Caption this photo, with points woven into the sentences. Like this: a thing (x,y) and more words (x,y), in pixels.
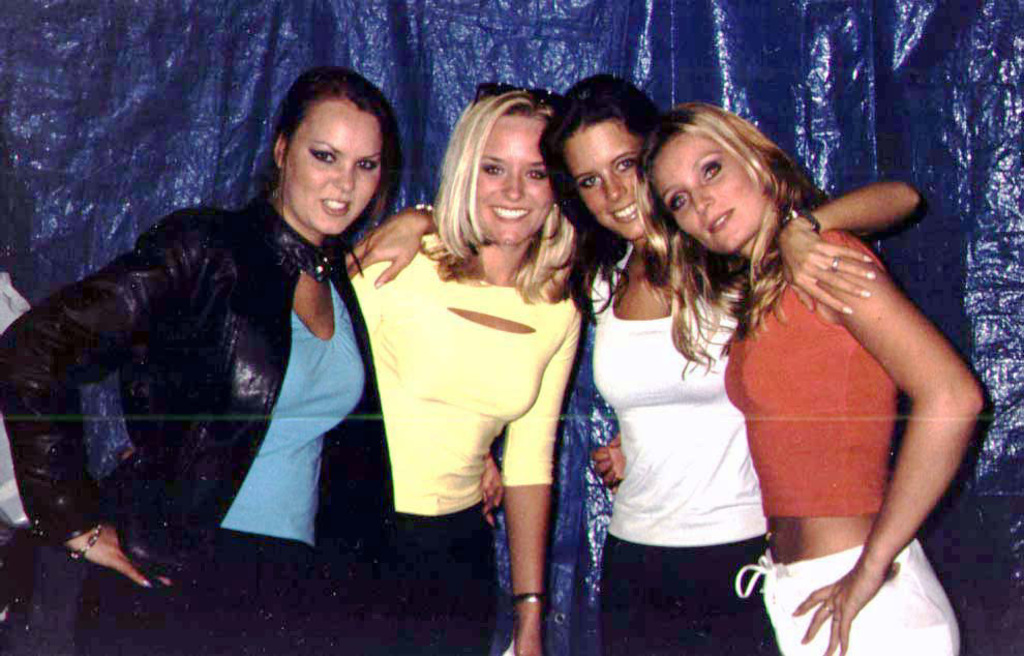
In this image we can see few persons (406,340) standing and posing for a photo and behind there is a curtain (998,181) which looks like a plastic sheet (132,121).
